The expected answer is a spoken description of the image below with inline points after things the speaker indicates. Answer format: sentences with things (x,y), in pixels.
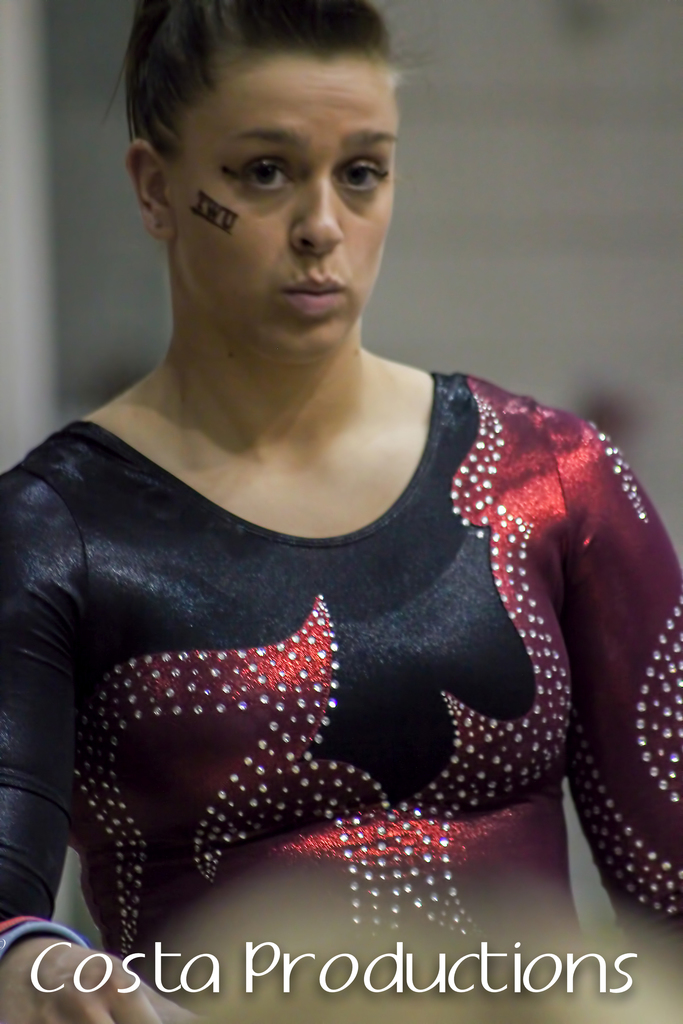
In this image, we can see a woman (474,773) in black and maroon dress (488,600) is seeing. Background there is a blur view. At the bottom of the image (465,986), we can see a watermark (246,957).
